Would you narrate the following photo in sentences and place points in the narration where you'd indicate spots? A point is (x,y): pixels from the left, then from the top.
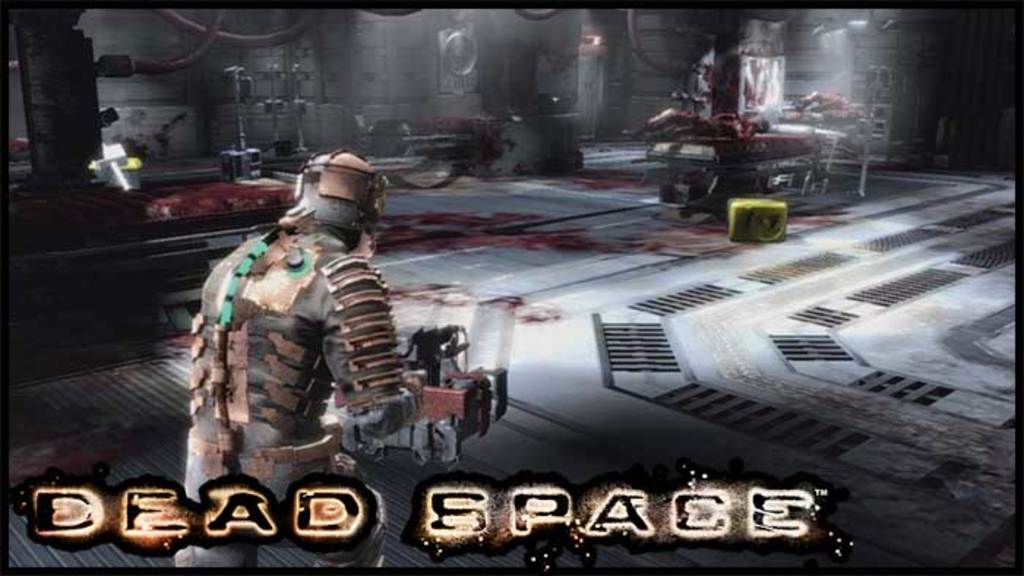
This is a screen of a game, on the left side (339,421) there is a man (301,399) with a weapon (480,393) in his hand (412,417), in the front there are beds (215,234) and machineries (537,103).
